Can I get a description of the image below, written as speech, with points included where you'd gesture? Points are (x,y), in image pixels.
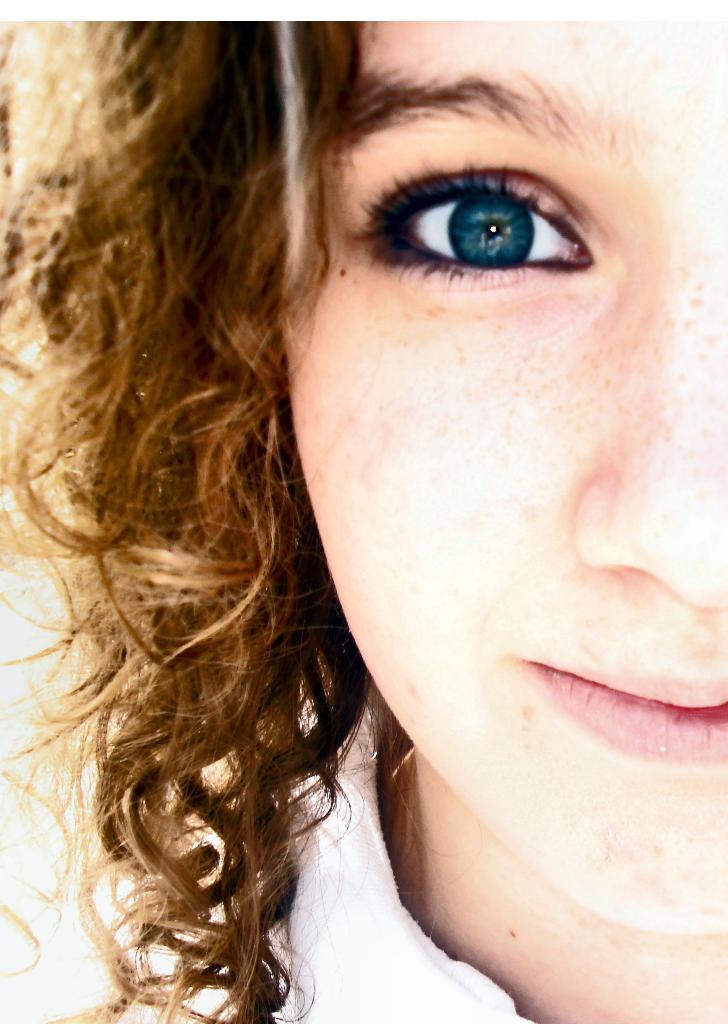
In this image I can see face (369,171) of a woman (366,601).
